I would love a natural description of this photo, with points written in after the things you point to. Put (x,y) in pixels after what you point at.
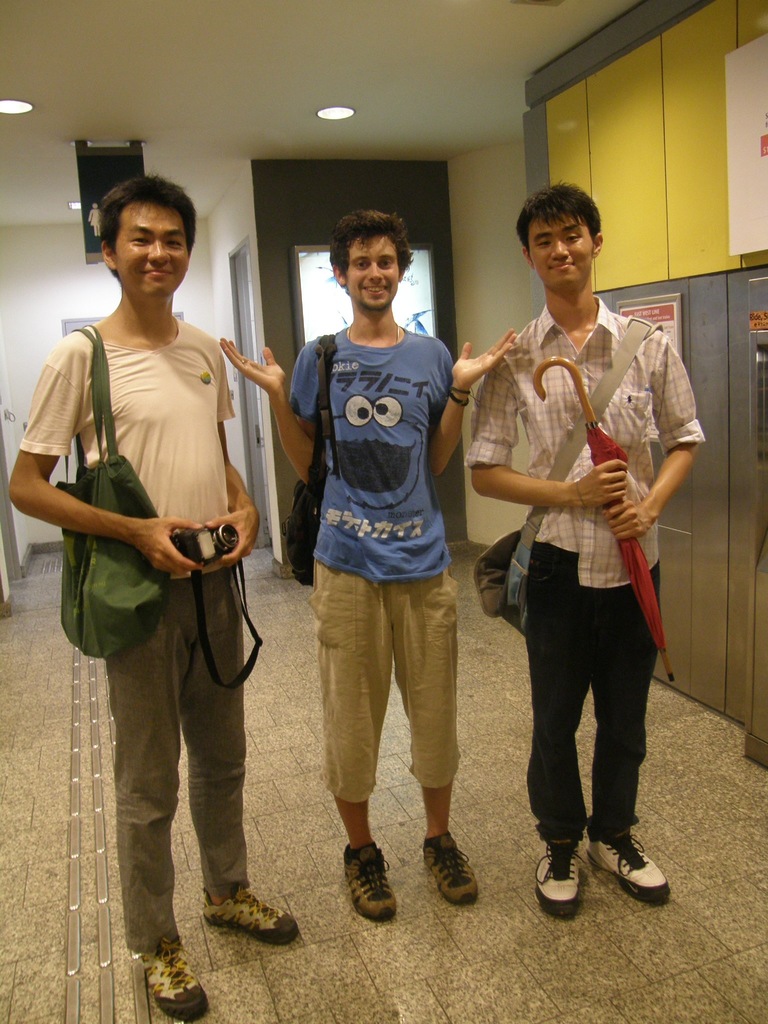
In this picture I see three men (369,680) standing a man (189,469) wore a bag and holding a camera (189,557) in his hand (178,557) and from the right another man (619,604) holding a bag (615,363) and holding umbrella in his hands (579,489) and I see lights (340,113) to the ceiling (274,135) and a poster (663,303) on the cupboard (684,260).
